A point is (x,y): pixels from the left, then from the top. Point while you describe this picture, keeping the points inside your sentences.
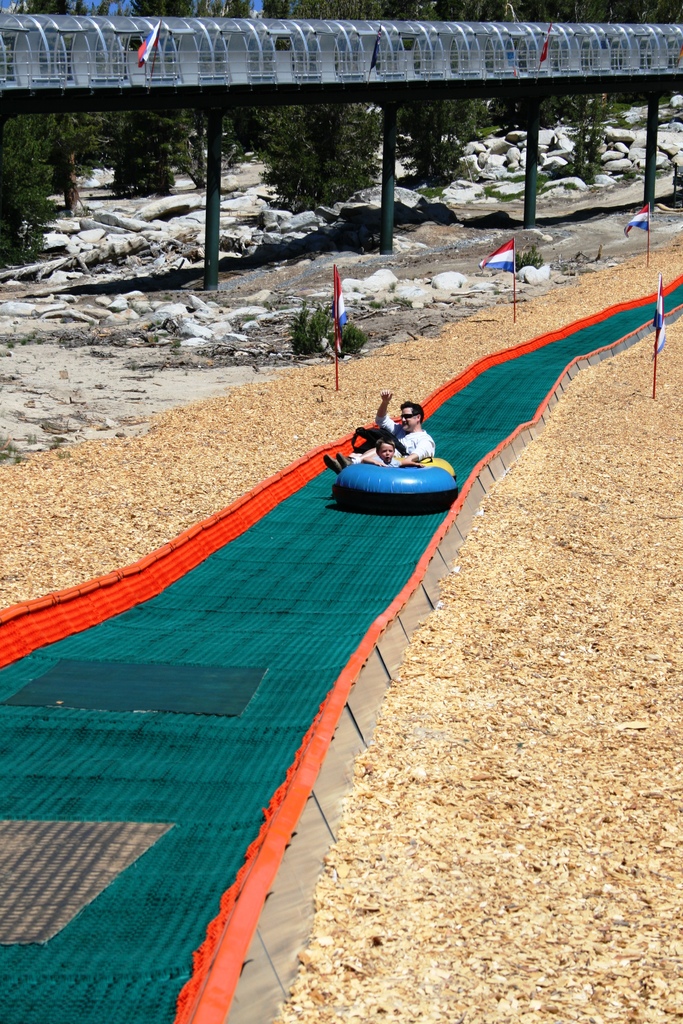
In this image I can see the ground (500,534), the blue and black colored air tube (398,483) and few person (401,424) on it. I can see few flags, few black colored poles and a ride (11,103) on them. In the background (312,10) I can see few trees (488,0) and the sky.
